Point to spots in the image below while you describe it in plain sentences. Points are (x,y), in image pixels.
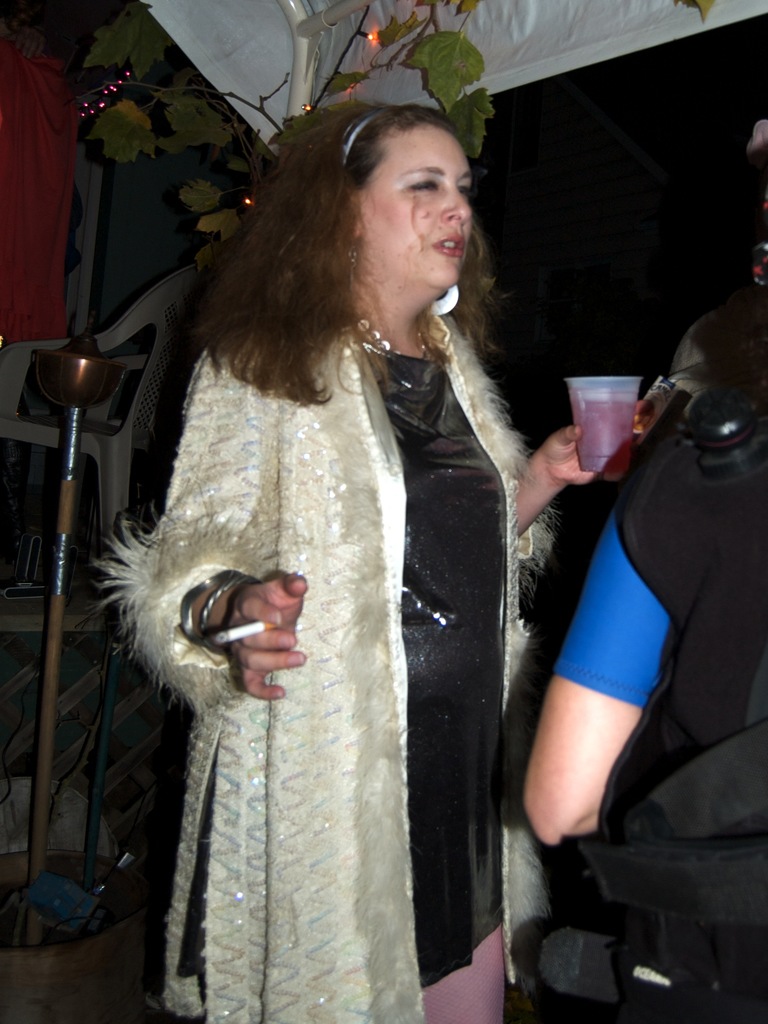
In this image I can see a lady (397,495) holding a glass (598,429) and a cigarette (238,628). At the top (377,33) I can see the lights (366,39).
